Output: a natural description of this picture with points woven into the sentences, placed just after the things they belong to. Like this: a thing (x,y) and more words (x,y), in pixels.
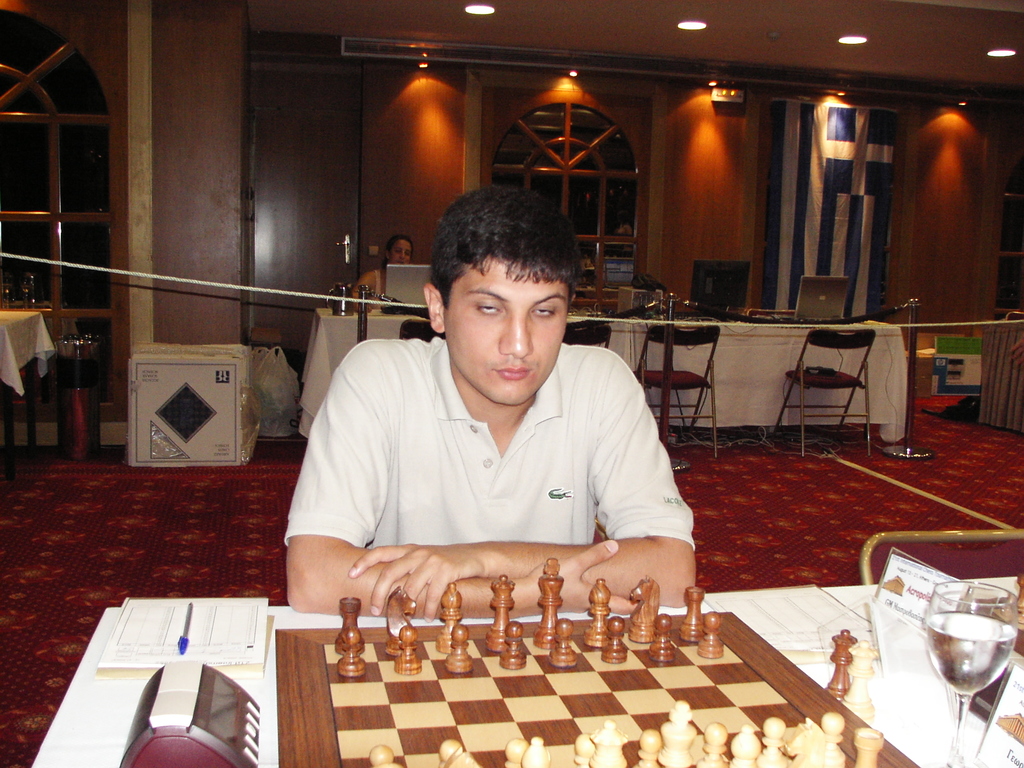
In this picture we can see man (402,425) wore white color T Shirt (463,449) and in front of him there is a chess board (429,665) and beside to him there is a book (213,633) and pen (187,621) and in background (269,429) we can see table (732,336) and on table (424,311) we can see monitor (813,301), glass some steel material (341,305), we have chairs (655,375), windows (588,122), flag (806,122), light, bin (58,364), plastic covers (270,388) and here in front of him there is a glass (967,649) full of water (984,632).
